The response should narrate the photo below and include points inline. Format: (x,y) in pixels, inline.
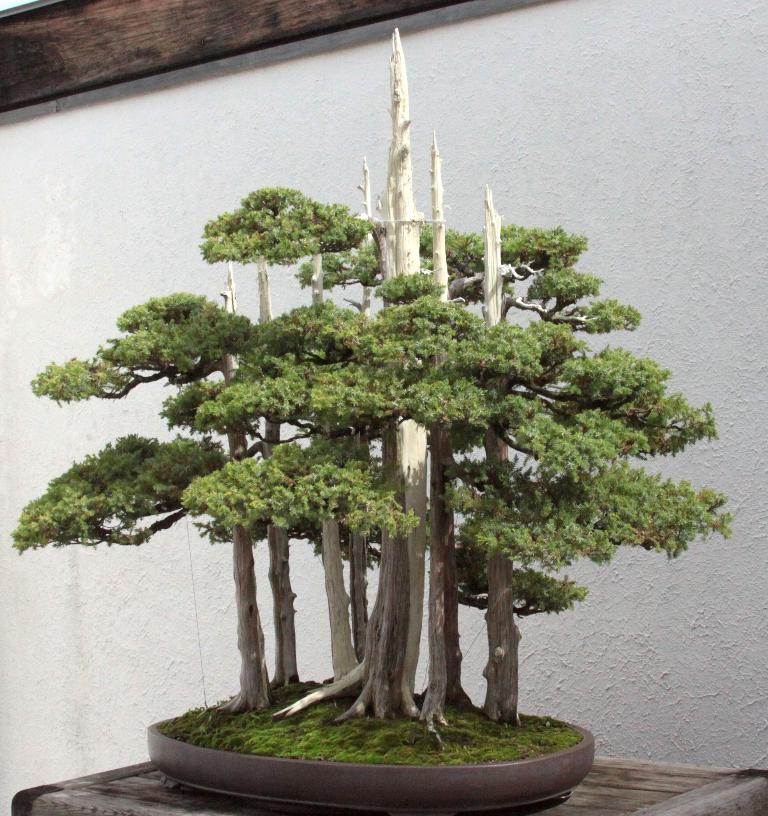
In this image there is a tree (344,609), there is an object (305,787) on the surface (127,789), there is a white wall (104,336) behind the tree (50,377), there is an object (139,35) truncated at the top of the image (167,34).
